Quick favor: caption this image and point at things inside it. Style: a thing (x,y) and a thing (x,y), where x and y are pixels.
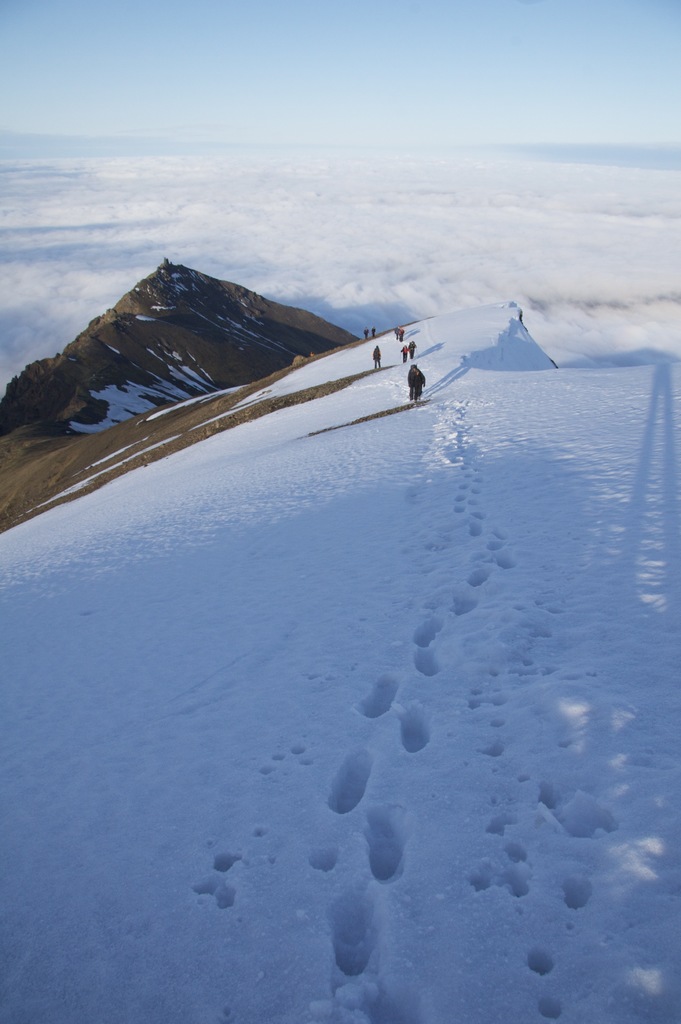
In this picture we can see people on snow (414,582) and in the background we can see a mountain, sky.
